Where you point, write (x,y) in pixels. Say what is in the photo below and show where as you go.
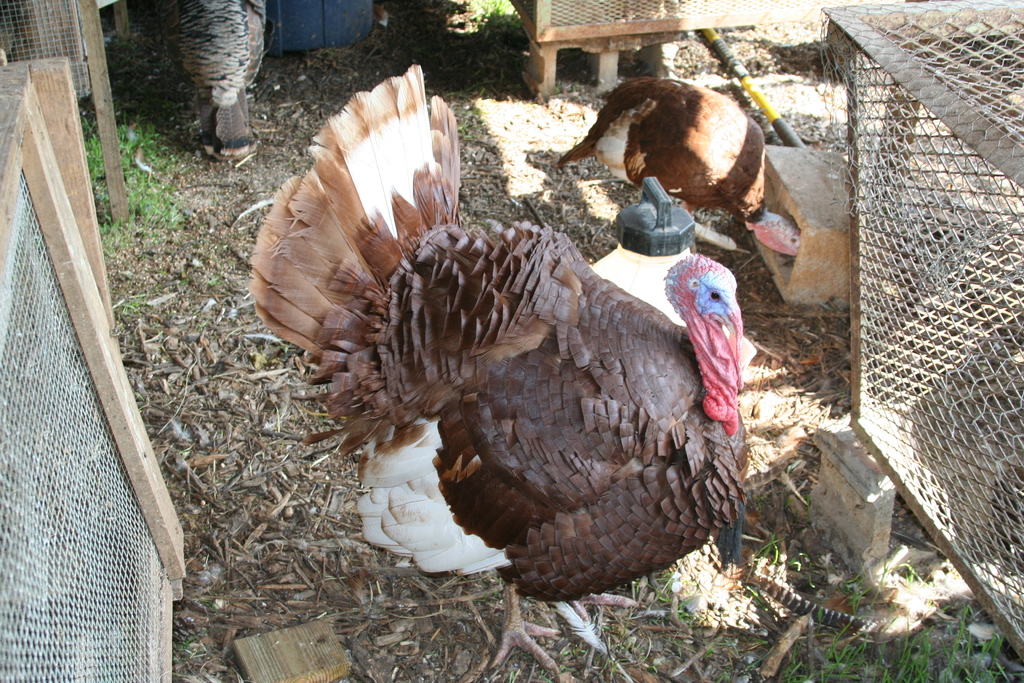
In this image we can see the turkeys (562,440), meshes (46,16), grass (95,161) and also a bottle (656,247). We can also see a pipe (728,52), dried leaves (214,309) and also some sticks (314,568).
